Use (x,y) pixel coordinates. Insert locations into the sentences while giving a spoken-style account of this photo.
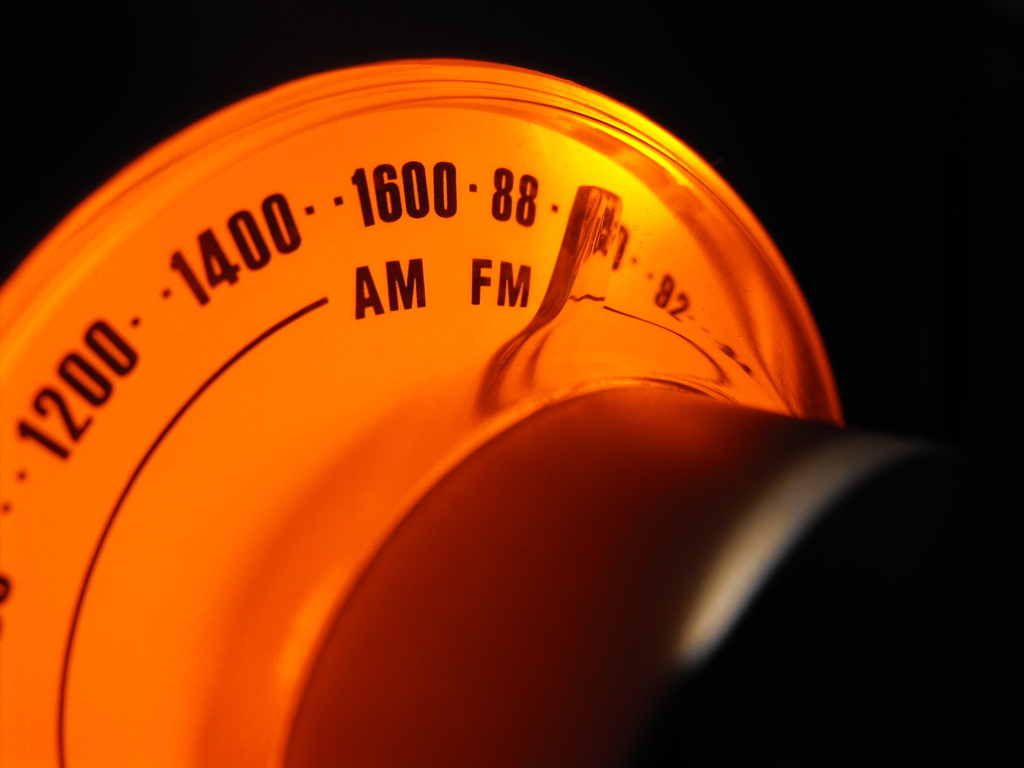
This image looks like a radio (407,587). It has AM and FM on that.
